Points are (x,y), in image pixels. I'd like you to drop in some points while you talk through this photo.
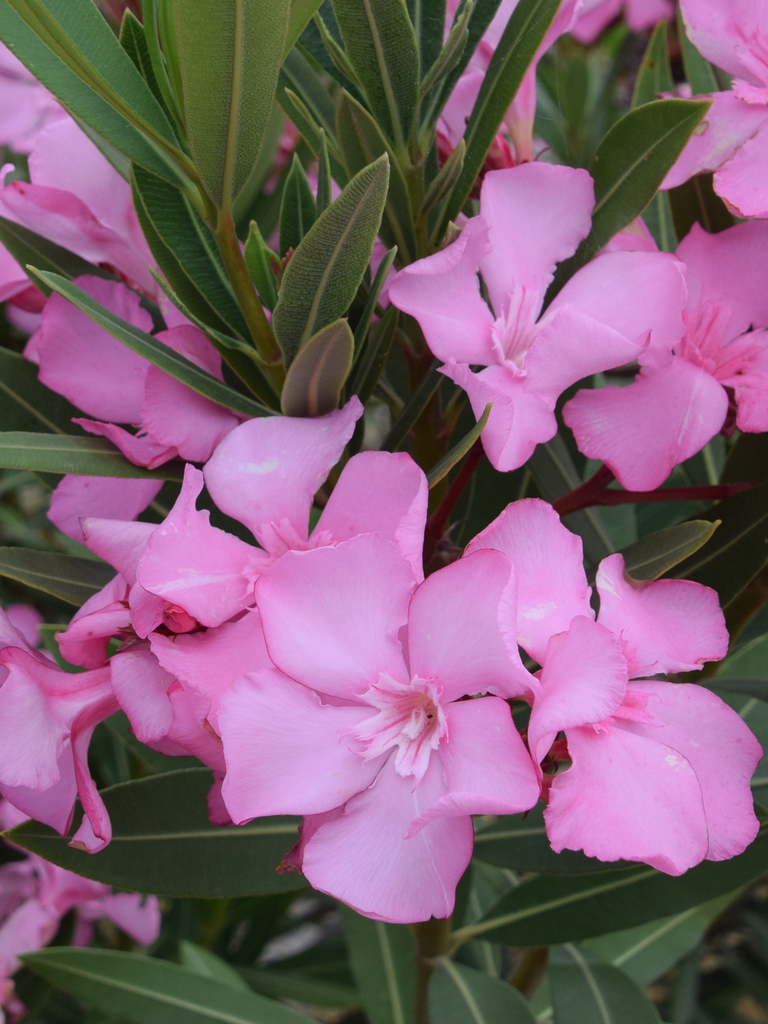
In this image I can see few flowers (431,650) which are pink in color to the plants (375,11) which are green in color.
